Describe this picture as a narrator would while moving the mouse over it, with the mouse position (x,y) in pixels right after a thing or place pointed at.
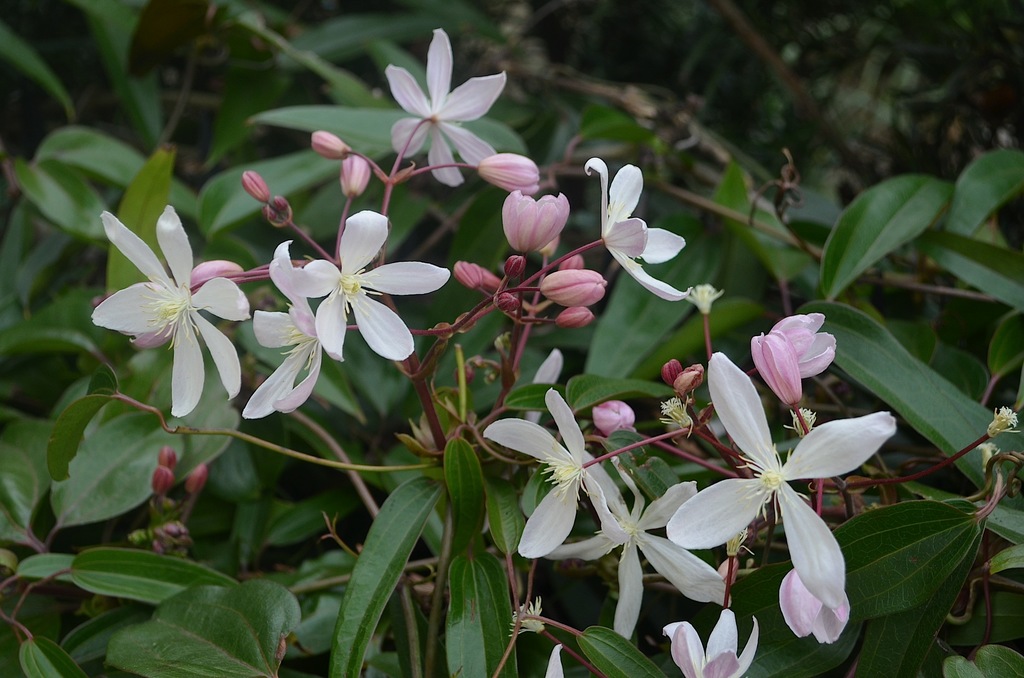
In this picture we can see flower plants (361,248), green leaves (1023,666), white flowers (725,676) and the buds (586,284).
